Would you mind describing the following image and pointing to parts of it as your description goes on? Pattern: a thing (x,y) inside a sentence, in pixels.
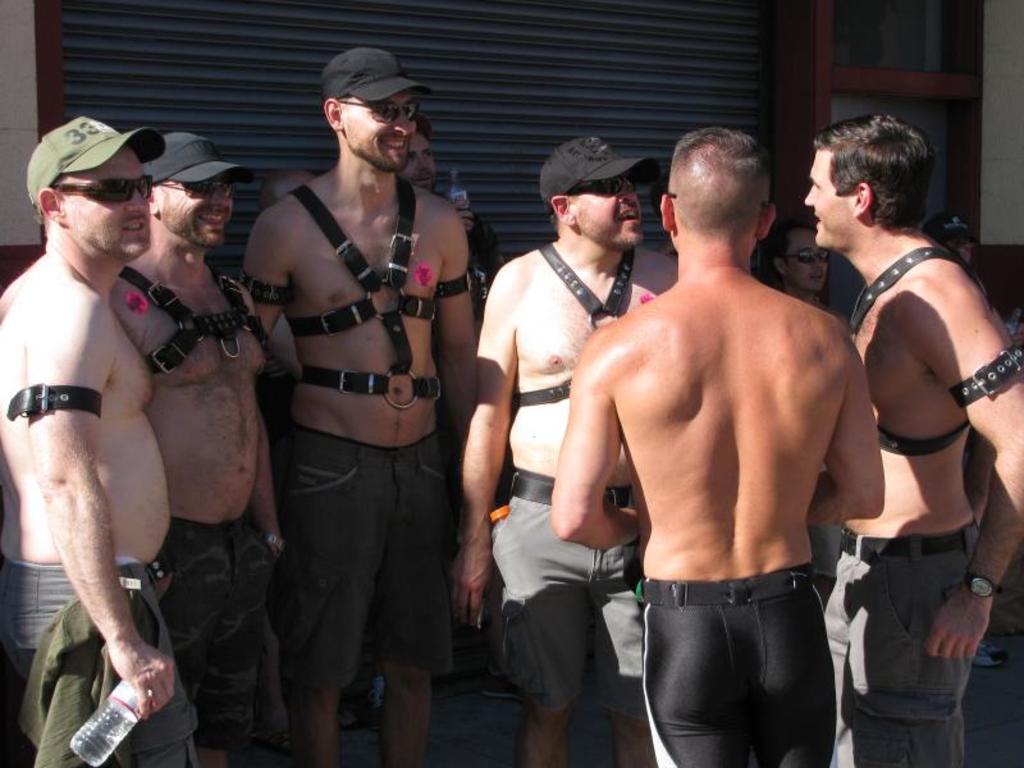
In front of the image there are a few people (822,659) standing. Behind them there is a shutter (643,34).
